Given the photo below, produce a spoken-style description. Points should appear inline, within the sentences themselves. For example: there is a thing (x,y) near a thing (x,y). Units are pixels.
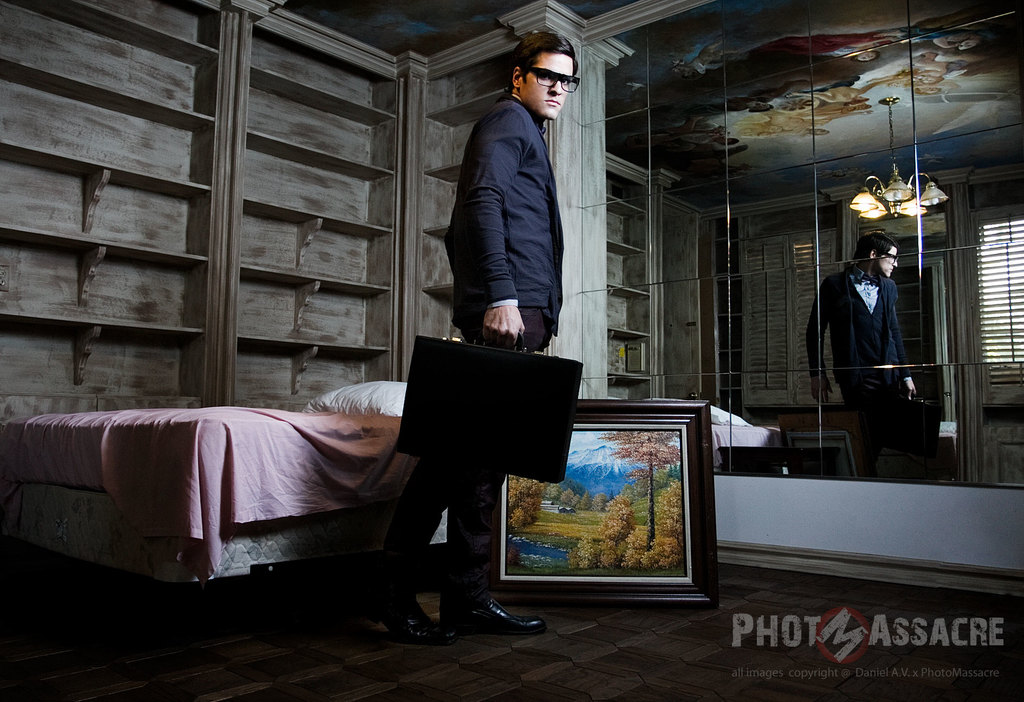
In this image I can see a person (552,41) is standing on the floor (701,645) and is holding a suitcase (428,415) in hand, logo (799,648), wall painting (513,521), bed (384,482) and a cushion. In the background (379,176) I can see cupboards (372,190), mirror (856,323), window blind (1005,327), chandelier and a rooftop (812,14). This image is taken may be in a hall (427,541).
